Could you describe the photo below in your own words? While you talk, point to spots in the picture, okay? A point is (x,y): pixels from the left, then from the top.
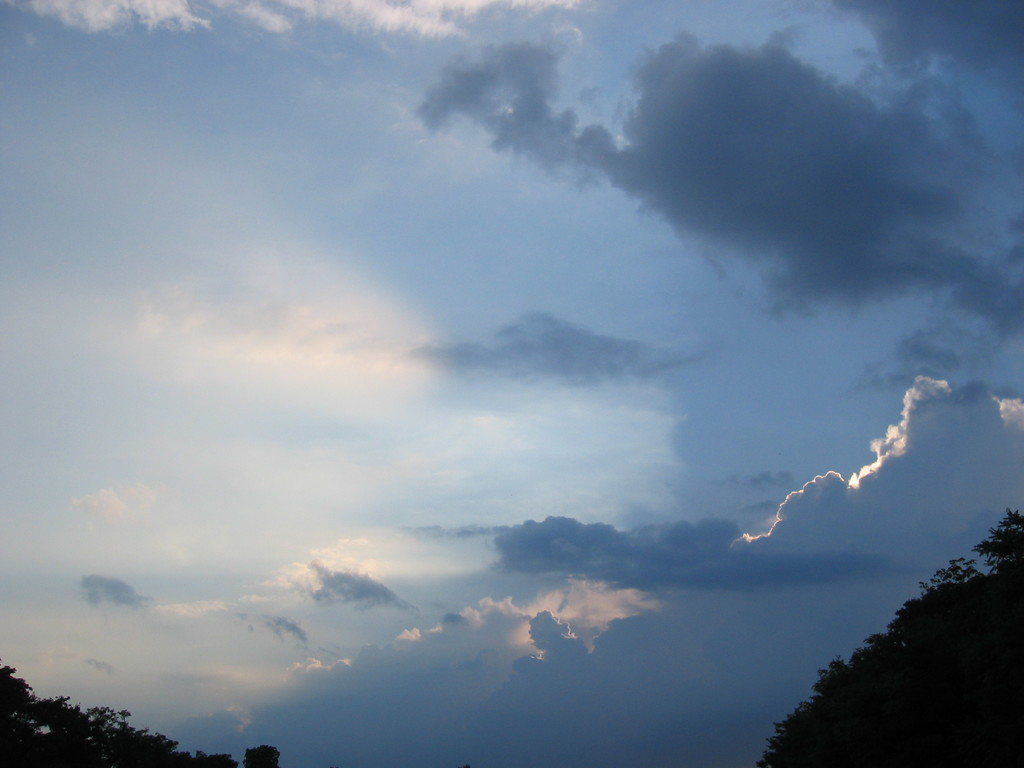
This picture might be taken from outside of the city. In this image, on the right corner (988,555), we can see a tree (1022,645). In the left corner (20,753), we can also see another tree (230,761). In the background (587,270), we can see a sky (772,359) which is cloudy.
